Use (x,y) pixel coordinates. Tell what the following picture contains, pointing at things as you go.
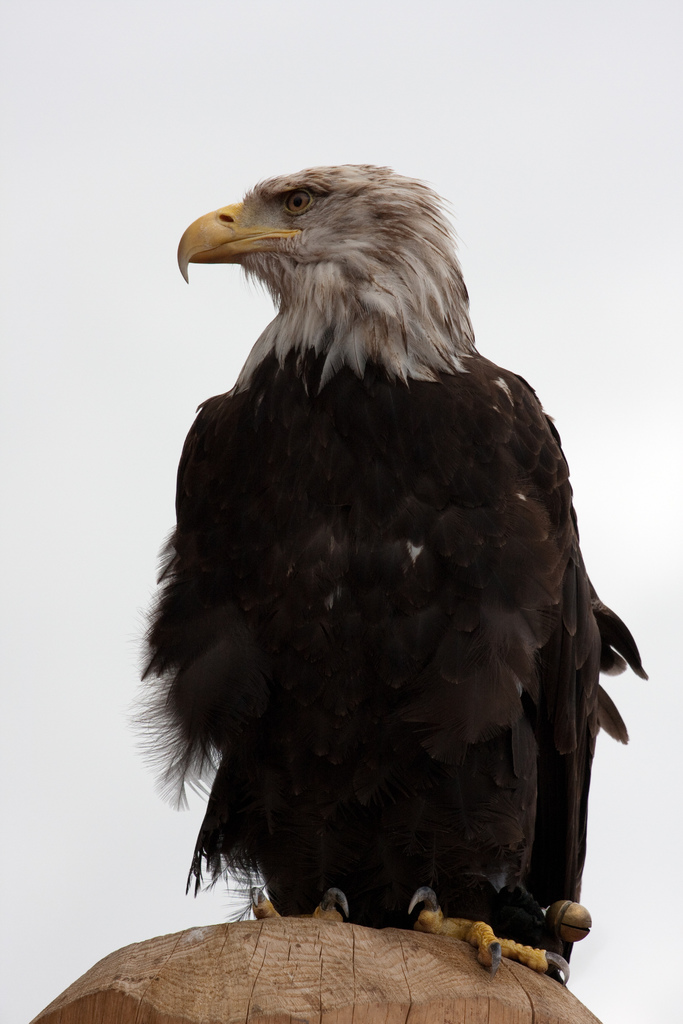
In the center of the image (298,406) we can see a bird (365,716) on the wooden surface (207,964).
